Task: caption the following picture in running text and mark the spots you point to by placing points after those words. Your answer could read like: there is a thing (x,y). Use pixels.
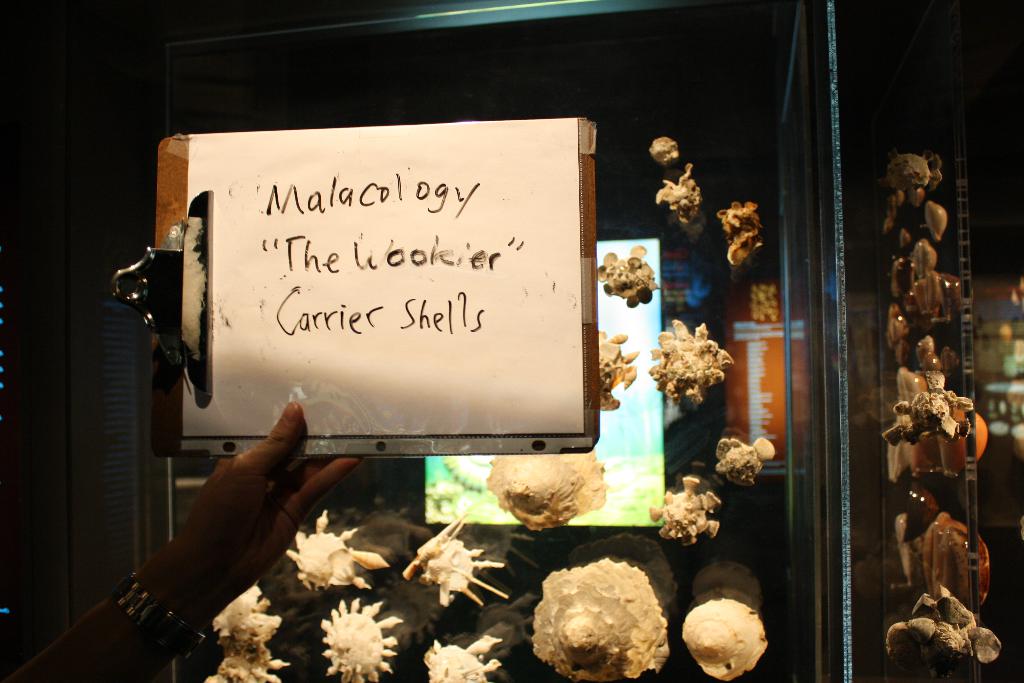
In this image we can see a person's hand (242,484) holding a clipboard (589,252) with paper (413,234). Behind the clipboard (387,276) there is a glass object (823,660) with shells (530,503). In the background of the image (660,472) there are boards (624,308) and other objects (1013,285). On the right side of the image (970,244) there are shells (946,666) and glass object (972,584).
